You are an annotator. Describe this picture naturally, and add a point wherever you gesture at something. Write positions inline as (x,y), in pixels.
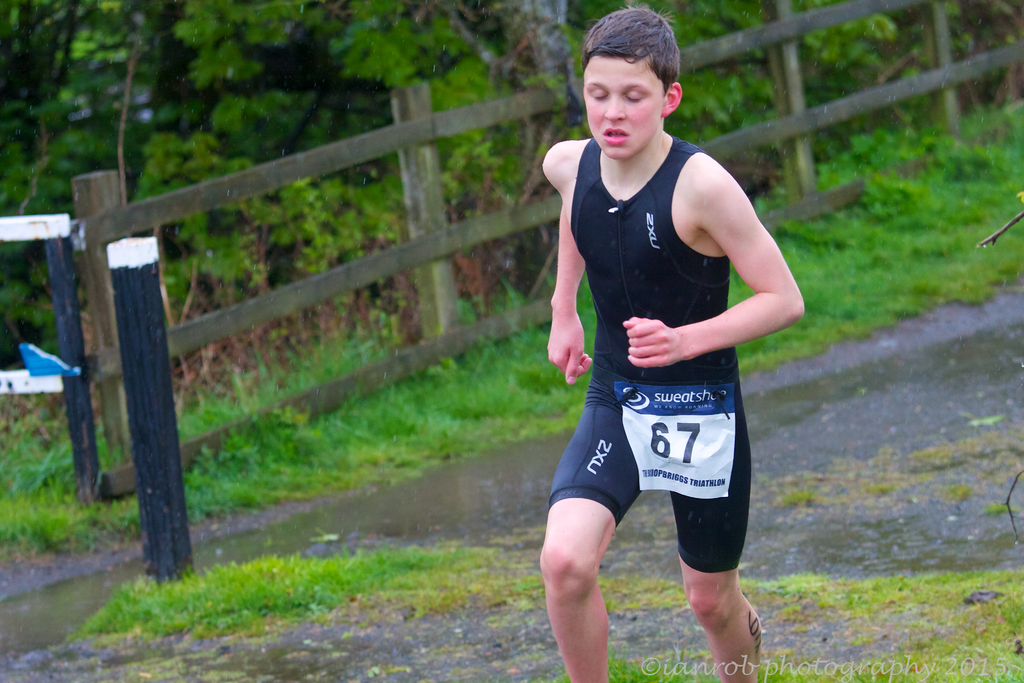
In this picture I can observe a boy (588,415) running on the ground (665,555). Behind the boy (616,486) I can observe some water (375,502). In the background (142,220) there is a wooden railing (425,172) and I can observe some trees (243,51).
